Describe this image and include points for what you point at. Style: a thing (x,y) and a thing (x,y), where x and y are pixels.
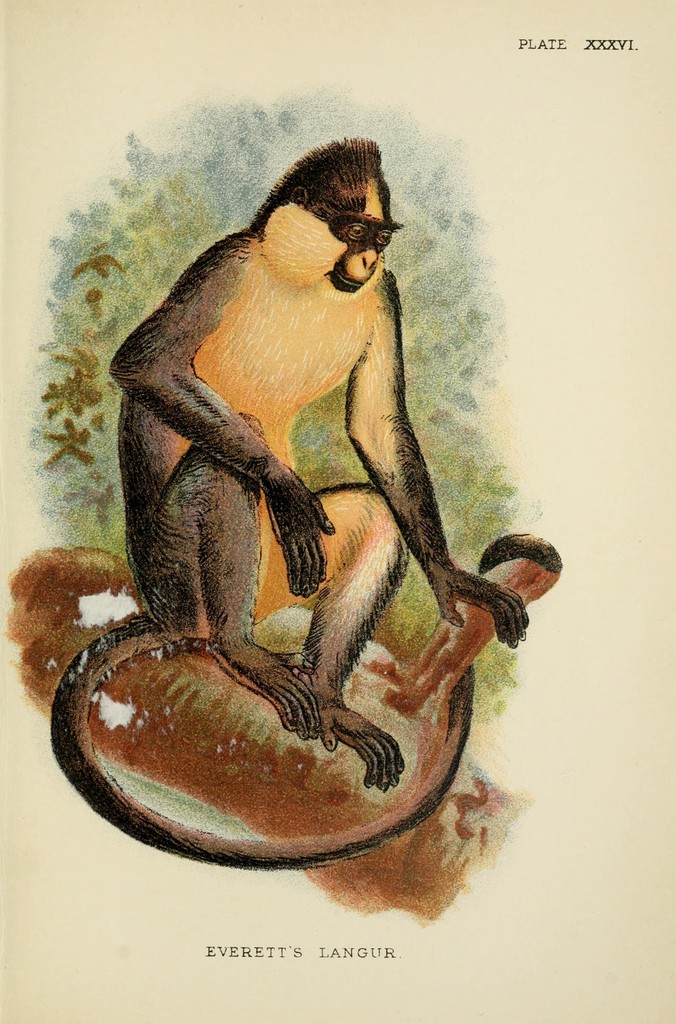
In this picture I can see the drawing (367,346) of a monkey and it is on the brown color thing (360,814). I can also see something is written on the bottom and top right corner of this picture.
